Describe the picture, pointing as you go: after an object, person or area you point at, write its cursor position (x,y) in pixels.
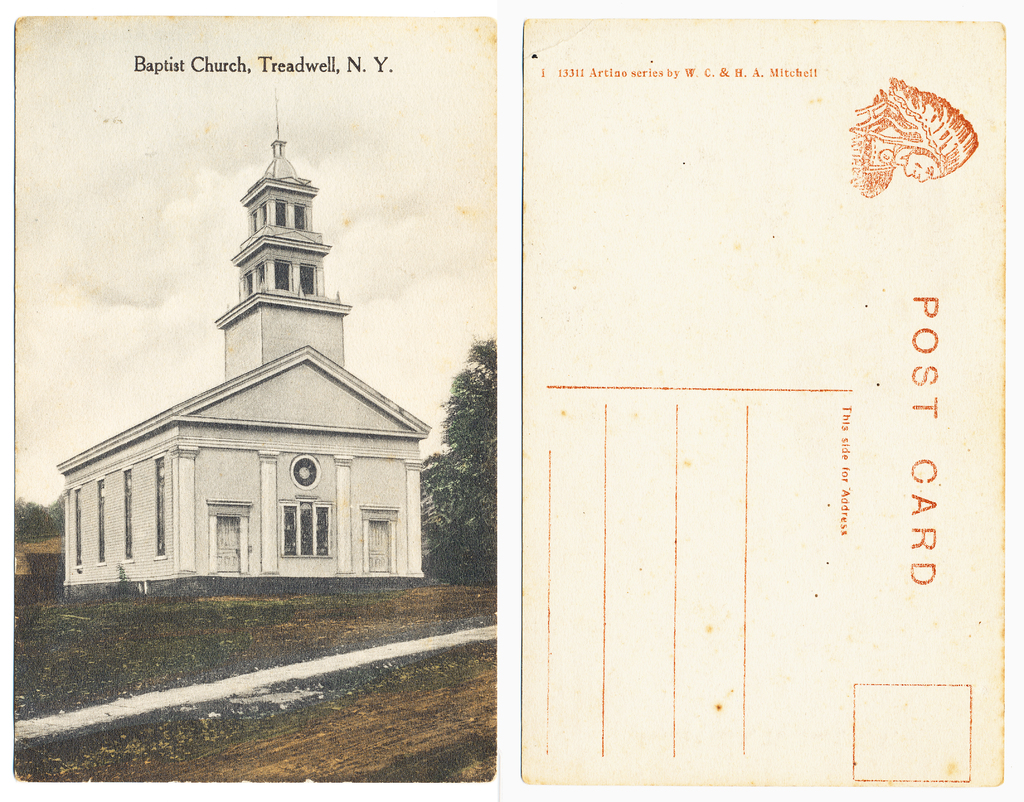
In this picture I can see both sides of the postcard (793,398) on one side of the postcard (452,370) I can see a building (340,476) and few trees (464,575) and text (281,70) at the top (234,68), on the other side of the picture I can see text (913,409) at the top (745,79) and on the right side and I can see picture (955,160) at the top right corner (865,162).
